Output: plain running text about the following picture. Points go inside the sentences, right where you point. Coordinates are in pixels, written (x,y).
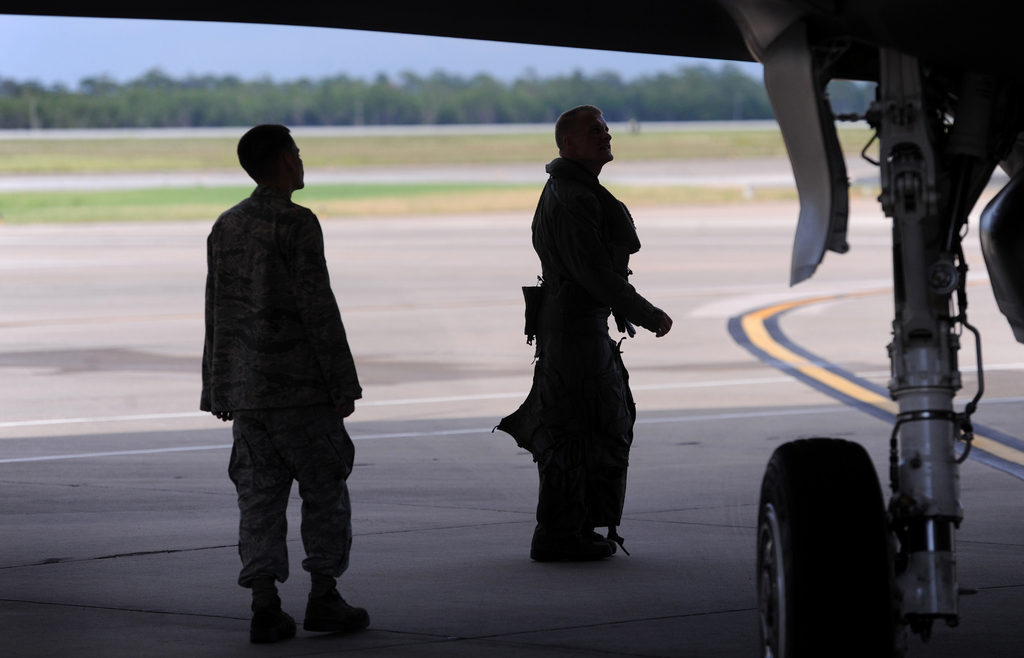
In this image in the center (358,383) there are two persons (560,384) who are standing and on the right side (836,523) there is an airplane (403,30), in the background (184,111) there are some trees (169,103) and grass (504,144). At the bottom (211,568) there is a walkway (498,321).
